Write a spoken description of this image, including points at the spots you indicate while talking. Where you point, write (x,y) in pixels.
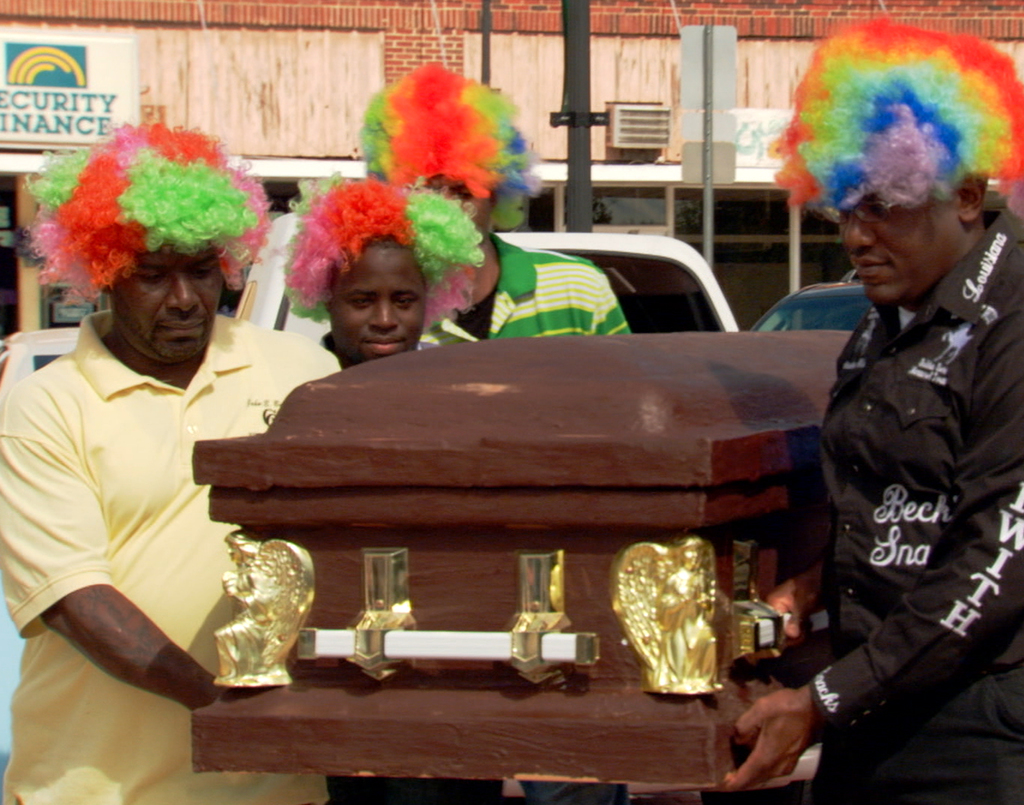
There is a group of people (339,310) standing and holding an object (586,373) as we can see at the bottom of this image (730,618). We can see a pole (588,137) and a building (687,213) in the background (629,155).
